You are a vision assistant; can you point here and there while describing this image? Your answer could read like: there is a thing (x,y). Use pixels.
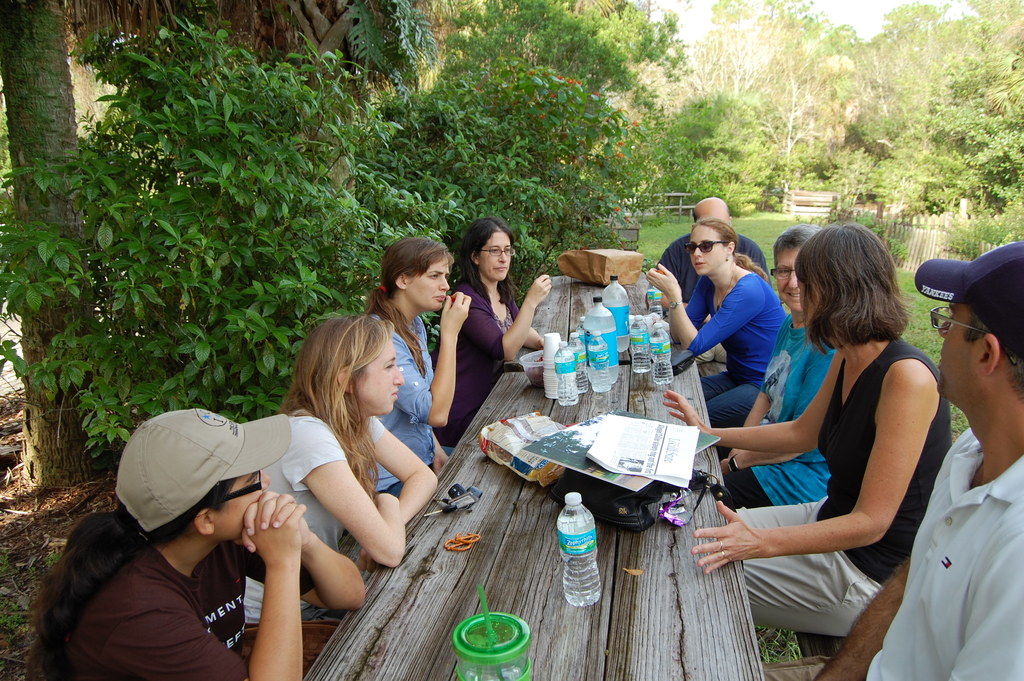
This picture shows a group of people (472,347) seated on the bench (799,643) and we see few water bottles (618,318) papers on the bench (348,656) and we see few trees (483,15) around.
